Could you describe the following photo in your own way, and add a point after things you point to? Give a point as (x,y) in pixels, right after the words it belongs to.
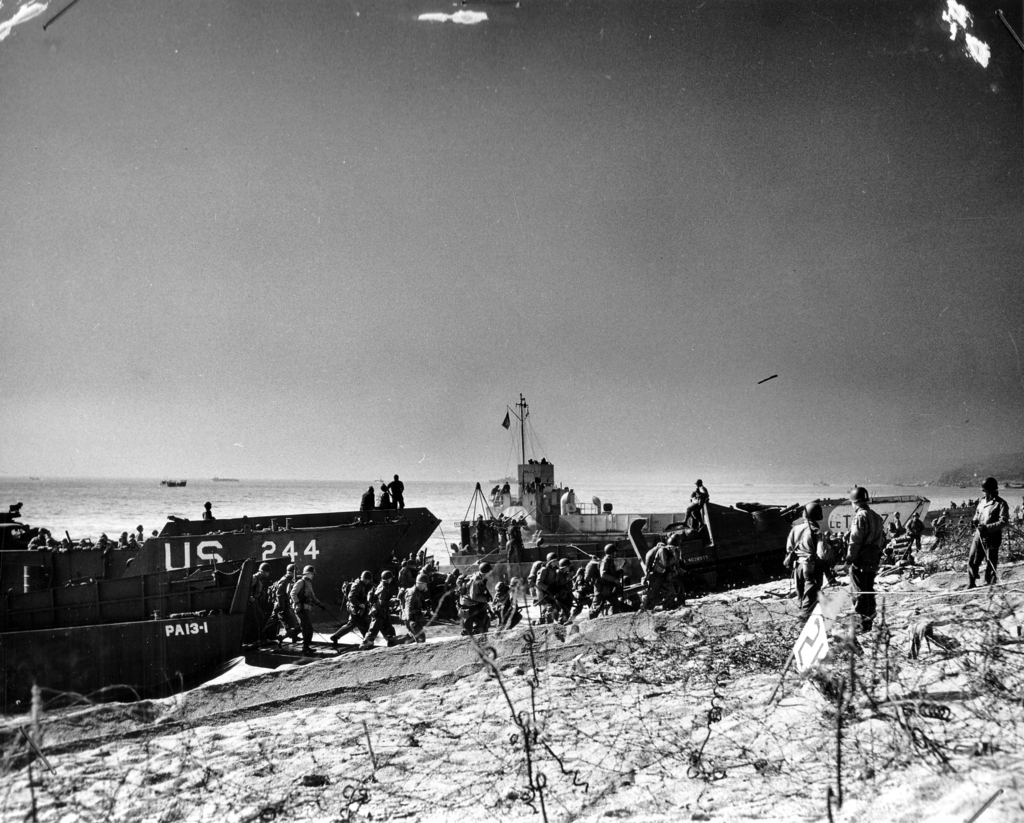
In this picture I can see there are several ships (242,548) and there are some people (404,599) inside the ship (319,591) and some of them are walking here, there is sand (645,695) and there is a fence (541,745) and in the backdrop (457,359) there is a ocean (153,523) and the sky (294,253) is clear.
